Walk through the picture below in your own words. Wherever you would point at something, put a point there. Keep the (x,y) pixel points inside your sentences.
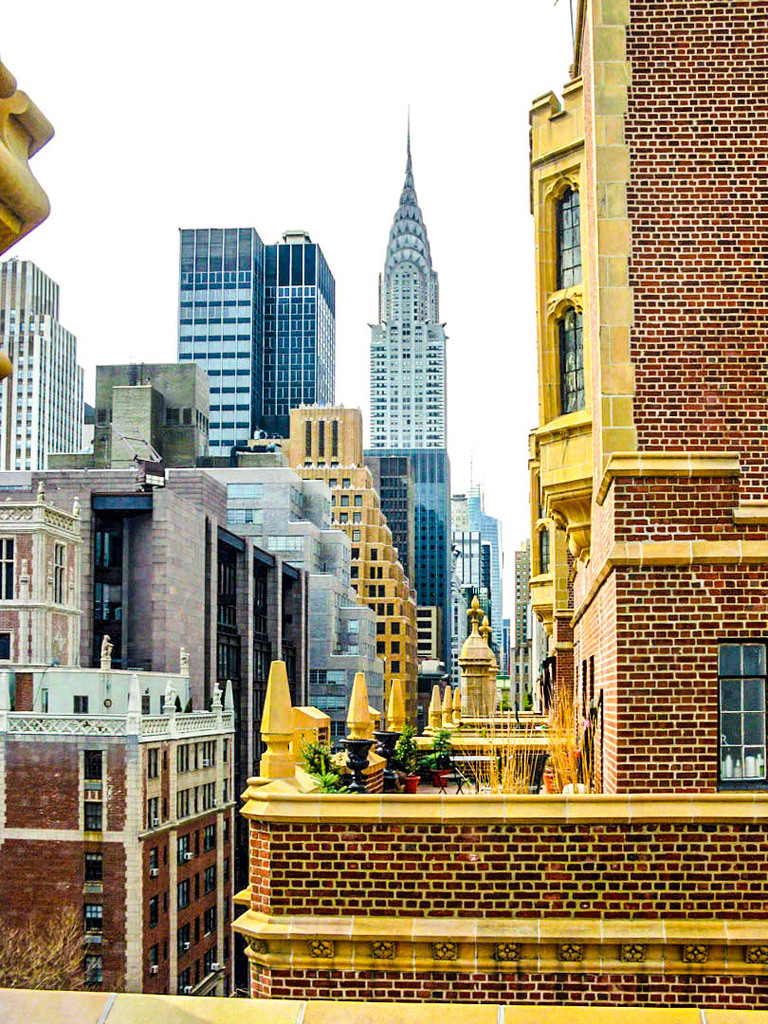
In this image we can see some buildings (449,574), plants (415,770) and other objects (602,724). In the background of the image (170,44) there is the sky (96,28). At the bottom of the image (306,1019) there is the surface (23,998).
